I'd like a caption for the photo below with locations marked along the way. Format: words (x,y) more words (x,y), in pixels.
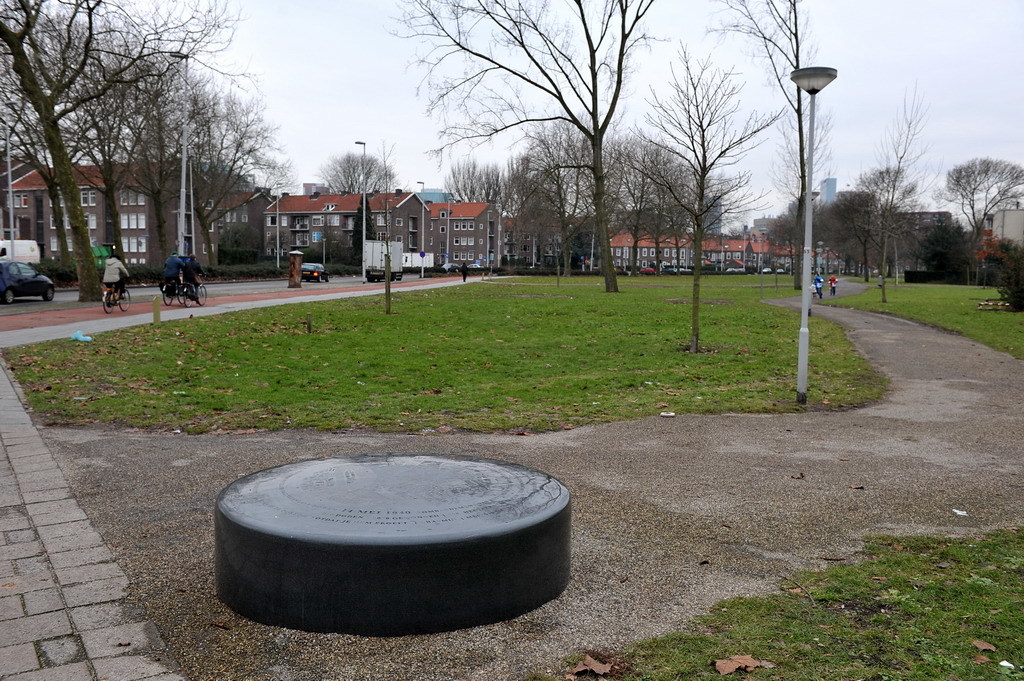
In the center of the image (440,245) we can see buildings (340,211), electric light poles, some persons (118,271) riding bicycle (105,292), cars (22,278), road (258,293), grass (663,320), ground (743,440), trees (823,239) are present. At the top of the image (424,47) sky (458,64) is there. At the bottom of the image (658,584) ground (642,556) and stone (423,525) are there.
